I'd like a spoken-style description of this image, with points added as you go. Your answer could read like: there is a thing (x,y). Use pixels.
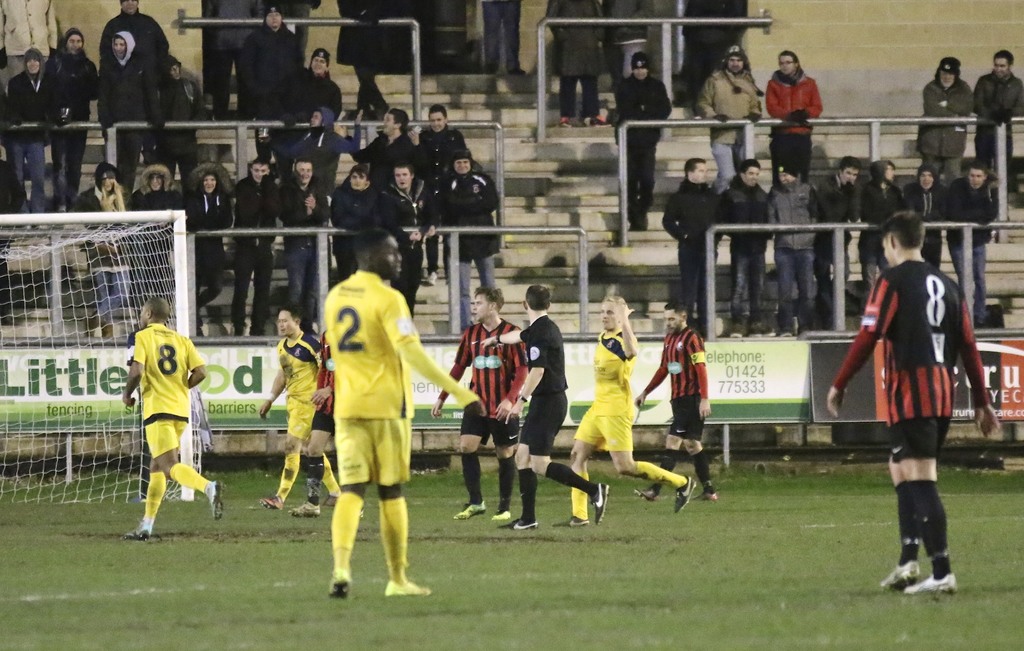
In this image there is a ground (788,495). There are players (630,440) standing on the ground (700,632). There are audience (703,178) standing on the back side (481,211). There is grass (622,595). On the left side (61,291), there is a net (114,300).
